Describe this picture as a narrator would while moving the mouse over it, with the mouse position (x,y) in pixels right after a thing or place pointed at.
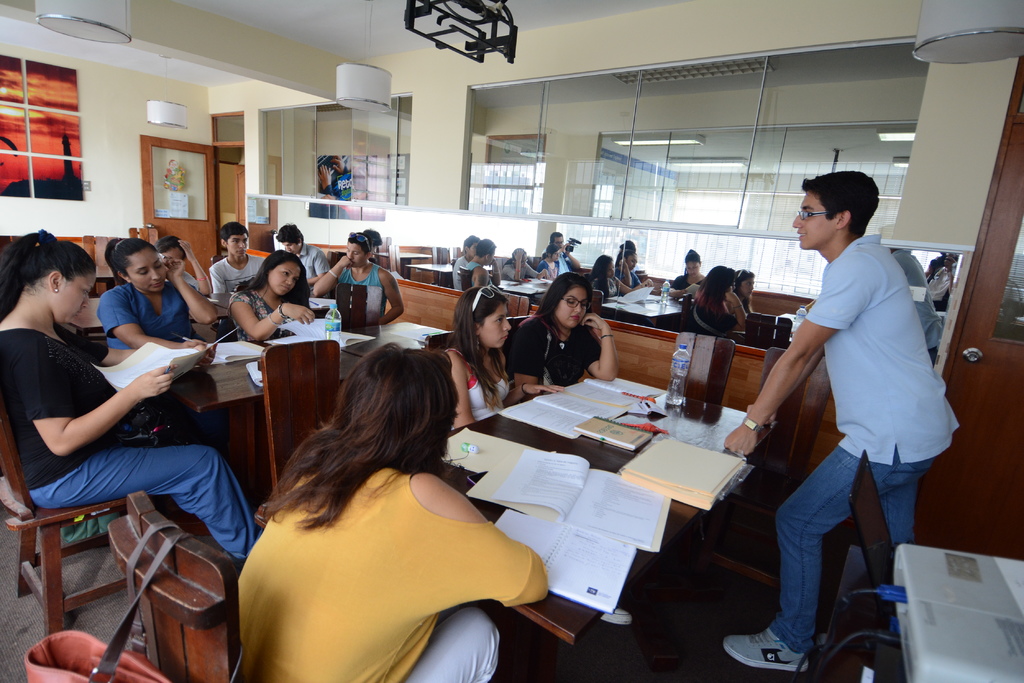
This picture shows a group of people (97,451) seated on the chairs (294,368) and we see some books (239,358) and water bottles (335,322) on the table (349,349) and we see a person (758,642) standing and speaking.
